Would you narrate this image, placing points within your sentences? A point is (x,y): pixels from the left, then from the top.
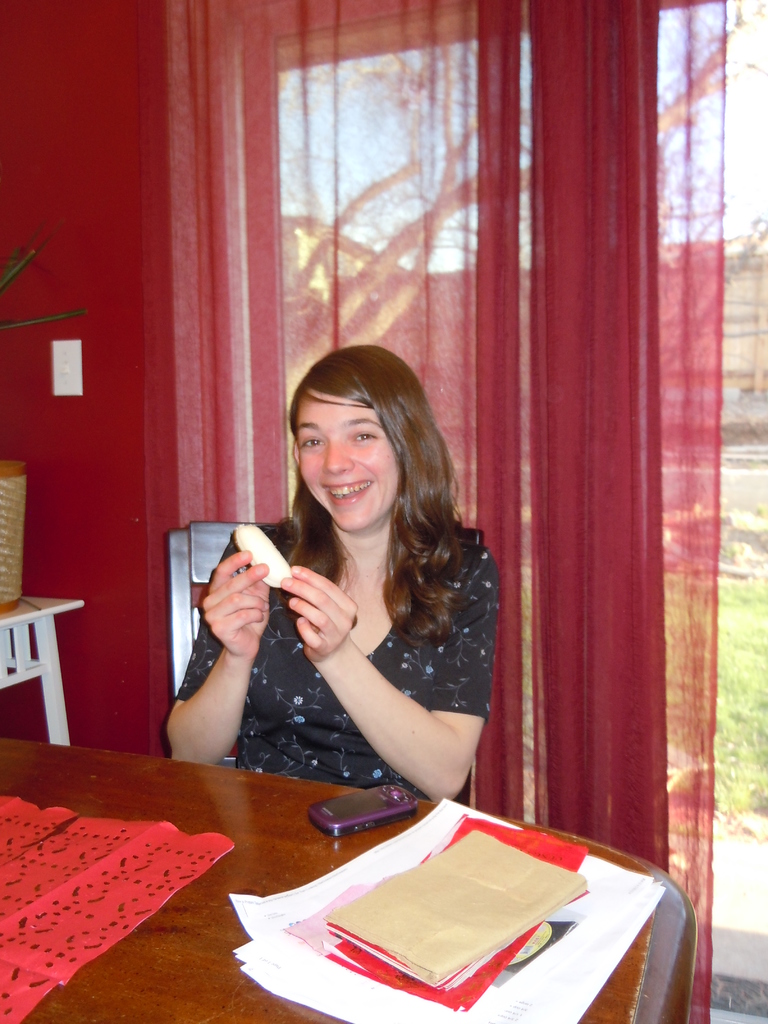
In this picture there is a woman (332,475) holding an object (273,570) in her hands (296,605) and there is a table (255,823) in front of her, books (331,927), mobile phones (340,815) on top of it. To the left side of the image (58,611) there is also a white color stool (55,656).
